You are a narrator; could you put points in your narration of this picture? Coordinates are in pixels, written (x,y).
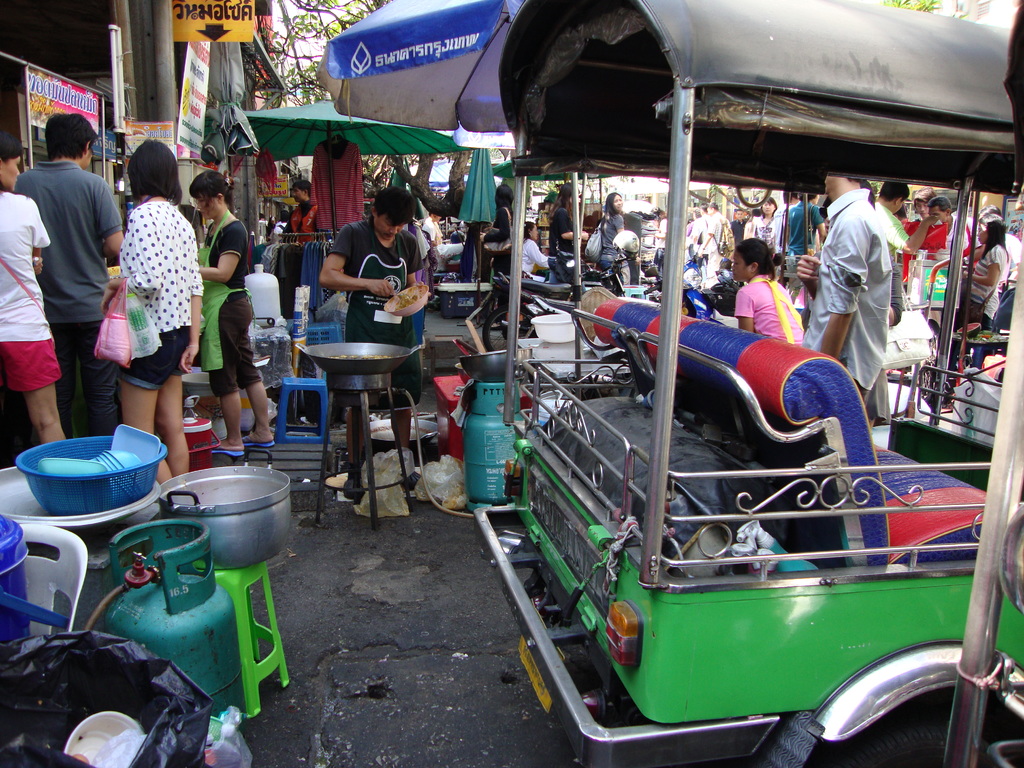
In the center of the image (485,419) we can see cylinders (202,670), tables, stools (241,599), one chair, one tube light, plastic covers (457,502), one basket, containers (101,727), vehicles (578,319), one dustbin (122,679), some food items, one bottle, one red color object (460,438), few people (103,376) are standing, few people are holding some objects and a few other objects (88,734). In the background (83,68) we can see trees (298,43), buildings (252,92), banners (195,48), hangers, clothes (341,171), vehicles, tents (365,136), few people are standing, few people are sitting, few people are holding some objects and a few other objects (359,344).
